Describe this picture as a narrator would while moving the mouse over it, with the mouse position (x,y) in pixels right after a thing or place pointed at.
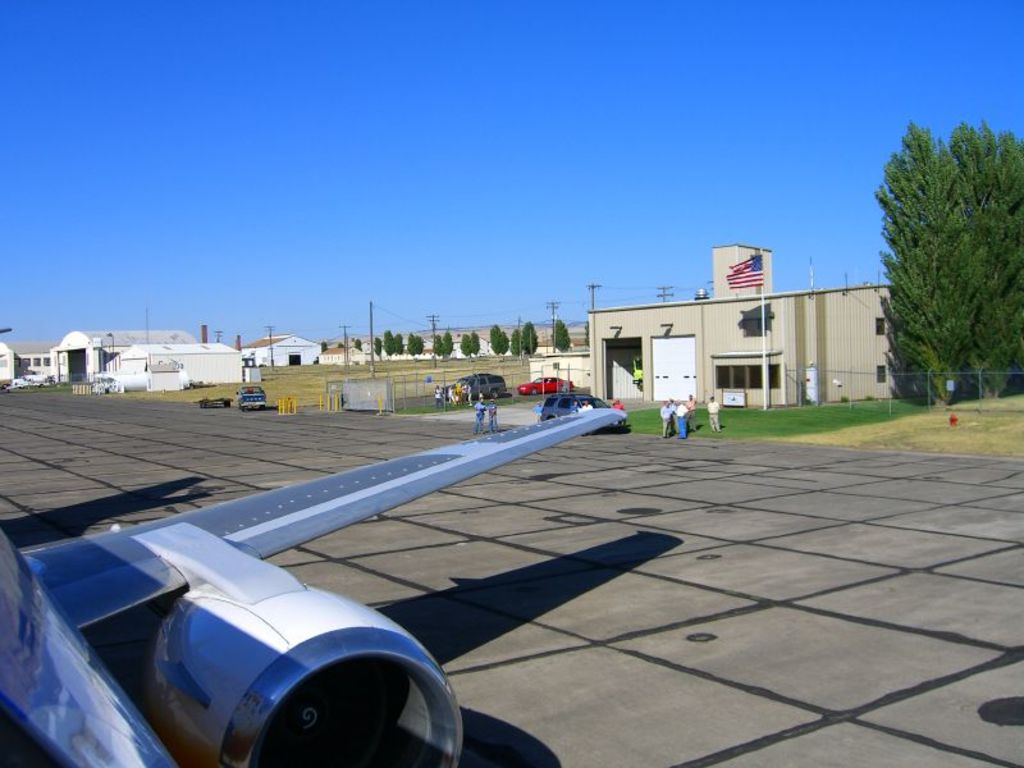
In the bottom left corner of the image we can see a plane (560,432). In the middle of the image (583,378) we can see some vehicles (262,393), poles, trees (446,357), buildings (166,333) and few people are standing. At the top of the image (610,243) we can see the sky (441,33).
